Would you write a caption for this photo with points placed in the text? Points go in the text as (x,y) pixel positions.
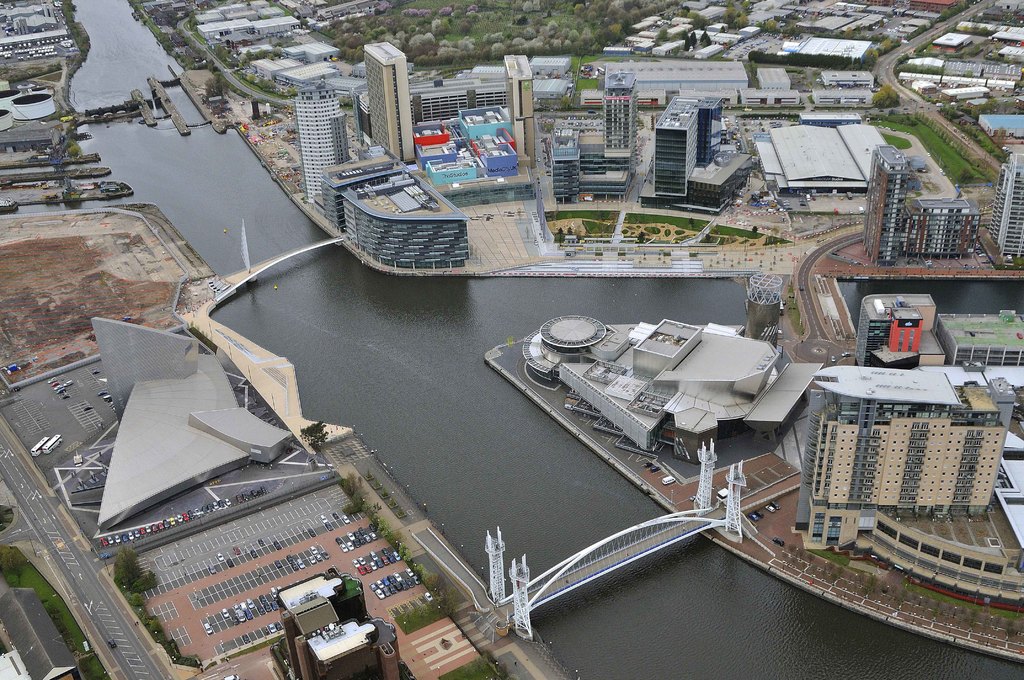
In this image there are buildings (420,232), there is water (458,452), there are plants (600,46) and there is grass (935,146) on the ground (923,150) and there are bridges (627,535) and vehicles (346,544).
